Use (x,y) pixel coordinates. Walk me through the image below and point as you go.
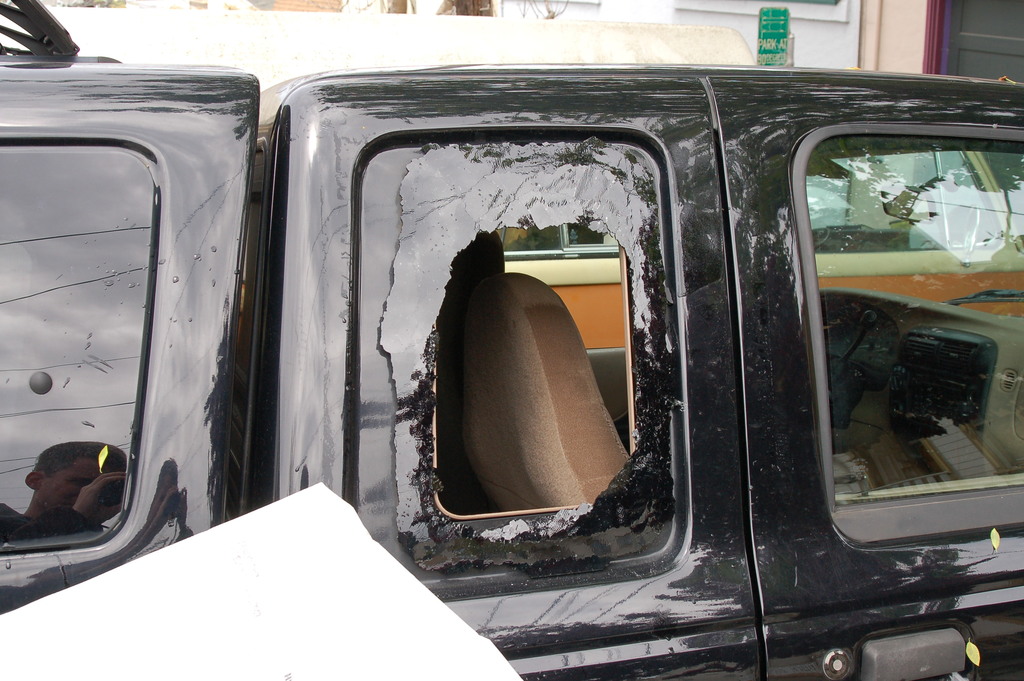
There is a black color car (356,163) having glass windows (908,294). Beside this car (331,436), there is a white color object (348,517). In the background (916,54), there is a building (932,16).
